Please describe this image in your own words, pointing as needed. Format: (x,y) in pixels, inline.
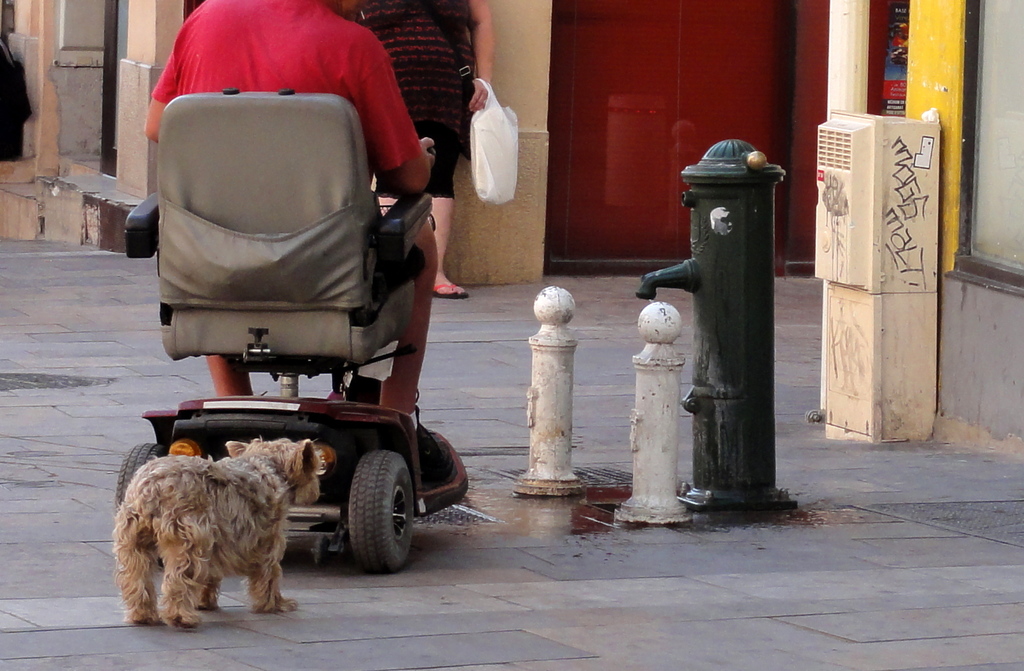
As we can see in the image there is a wall (525,110), a women (435,57) standing and holding covers (490,126) and the human (283,45) who is sitting here is wearing red color shirt (263,46) and there is a dog (209,520).
